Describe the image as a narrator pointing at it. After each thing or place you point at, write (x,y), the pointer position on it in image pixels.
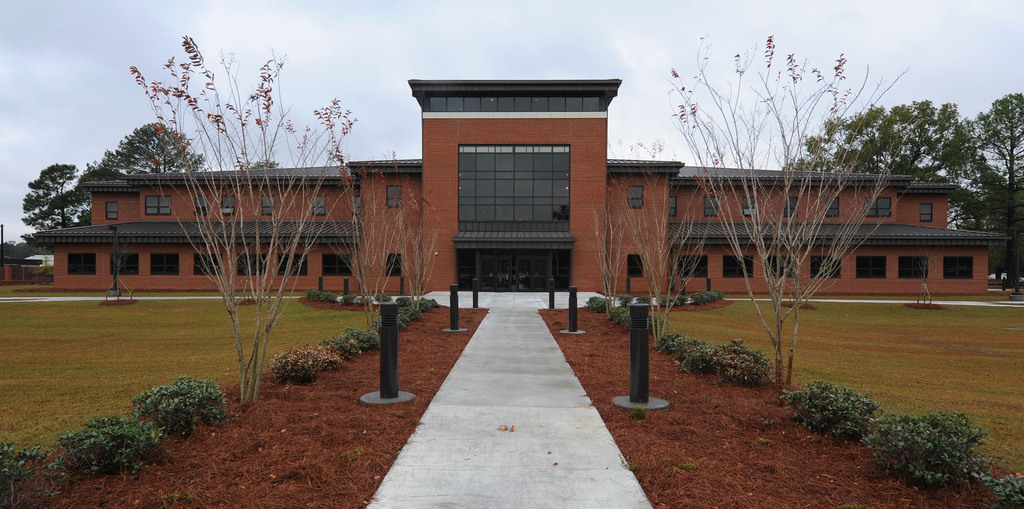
In this image in the center (564,188) there is a building (353,198) and some trees (920,127) and also there are some rods (390,374), walkway (425,492), mud (190,481), plants (102,471) and grass (831,376). On the left side (113,279) there is one pole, at the top (681,80) there is sky (759,66).
